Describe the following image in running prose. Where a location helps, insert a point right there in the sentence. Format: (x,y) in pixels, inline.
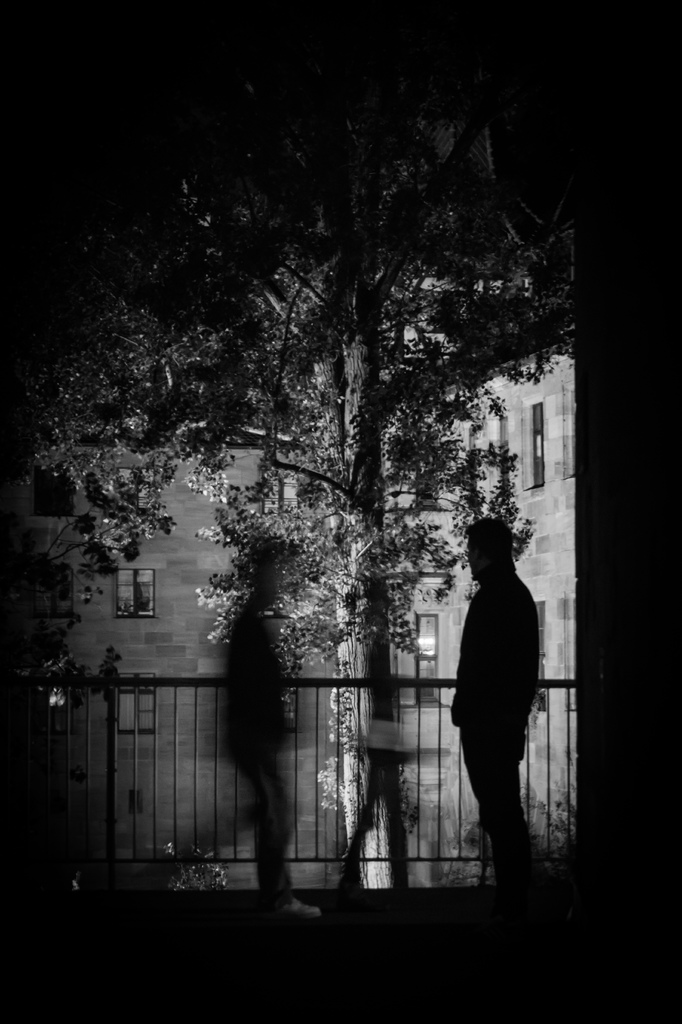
This is a black and white image, in this image there are people (481,814) walking, in the background (464,884) there is a railing (109,708), tree (429,463) and a building (395,501).
